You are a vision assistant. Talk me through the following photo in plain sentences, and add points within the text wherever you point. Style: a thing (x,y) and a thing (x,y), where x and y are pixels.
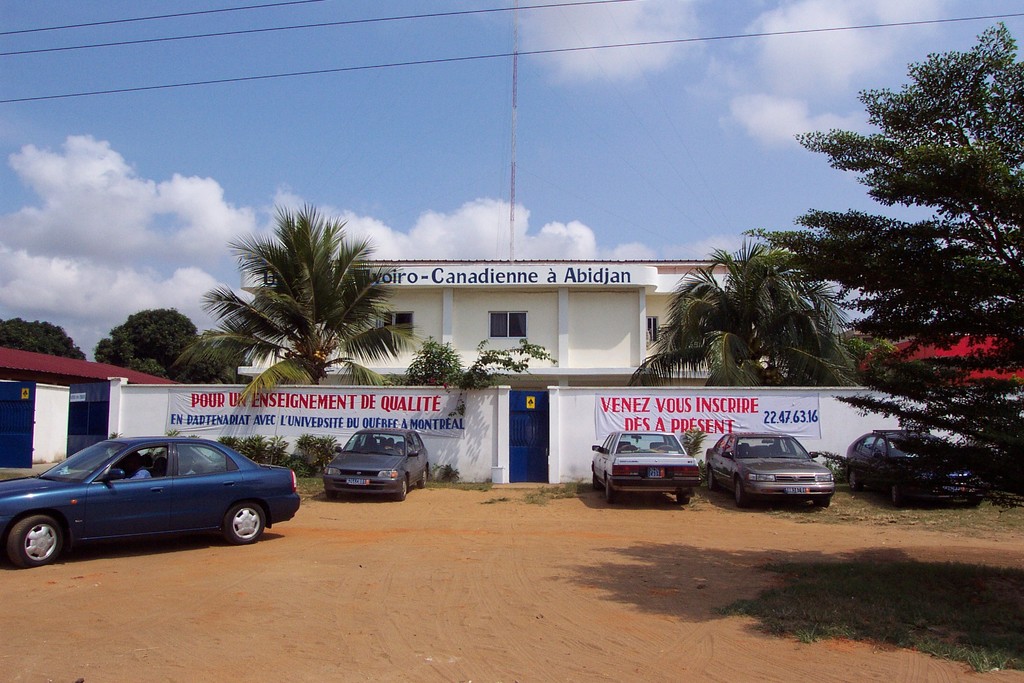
In this picture I can see a building (633,336) and a house (14,373) and I can see text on the wall (492,415) and I can see couple of banners (697,425) with some text (711,414) and I can see trees (803,329) and few cars (159,527) and I can see a blue cloudy sky (552,112).
